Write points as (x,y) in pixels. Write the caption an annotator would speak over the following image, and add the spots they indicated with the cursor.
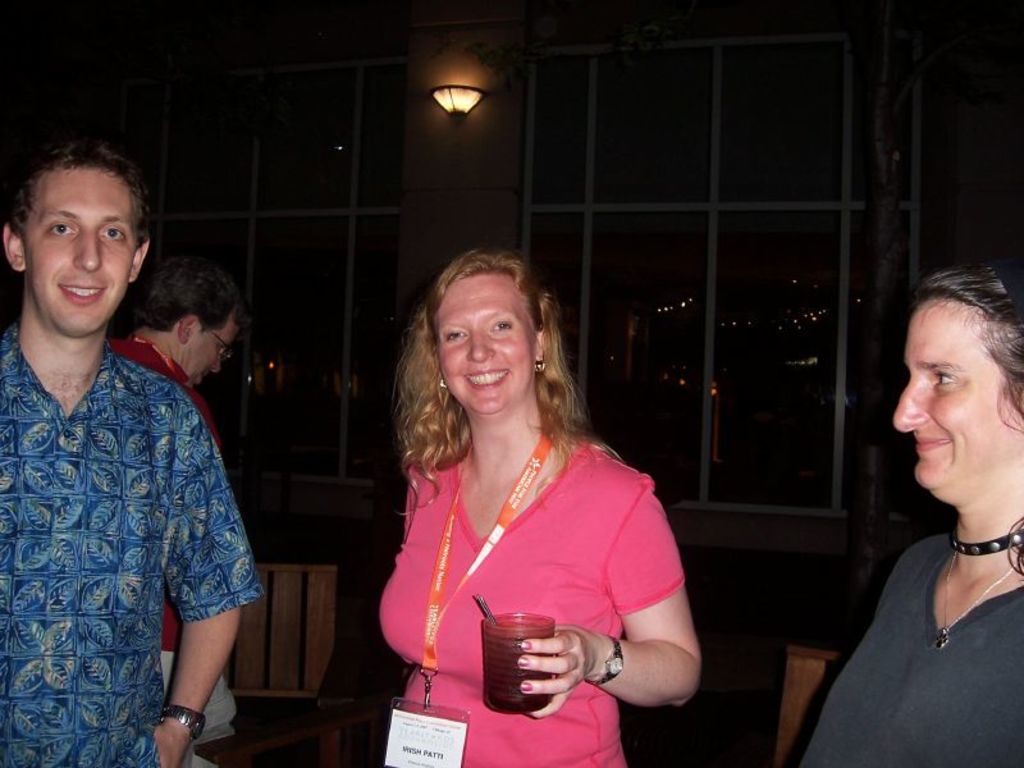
In this image we can see persons (1016,518) standing on the floor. In the background (227,459) we can see person (190,351), windows (214,396), light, chairs (288,605) and buildings (692,364).
